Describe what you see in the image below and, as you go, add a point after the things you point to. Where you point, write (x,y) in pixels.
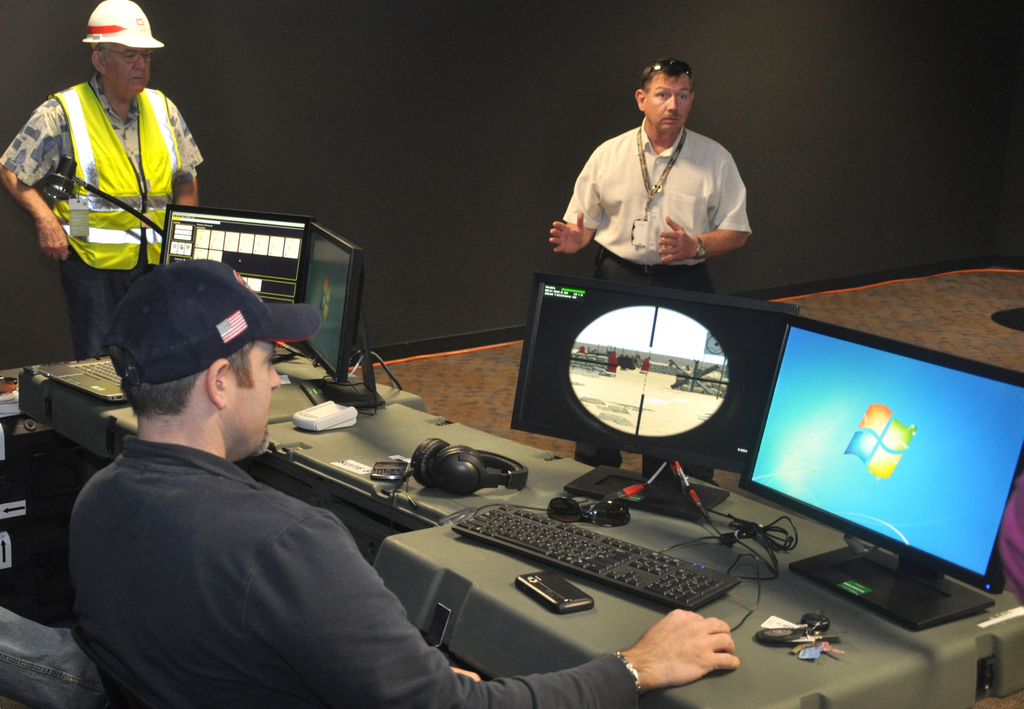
In this image we can see few people (265,657). A person (297,672) is wearing a cap (171,355). We can see a person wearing a helmet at the left side of the image (159,135). A person (677,237) is wearing an identity card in the image. There are few computers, a laptop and few other objects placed on an object (426,501).
